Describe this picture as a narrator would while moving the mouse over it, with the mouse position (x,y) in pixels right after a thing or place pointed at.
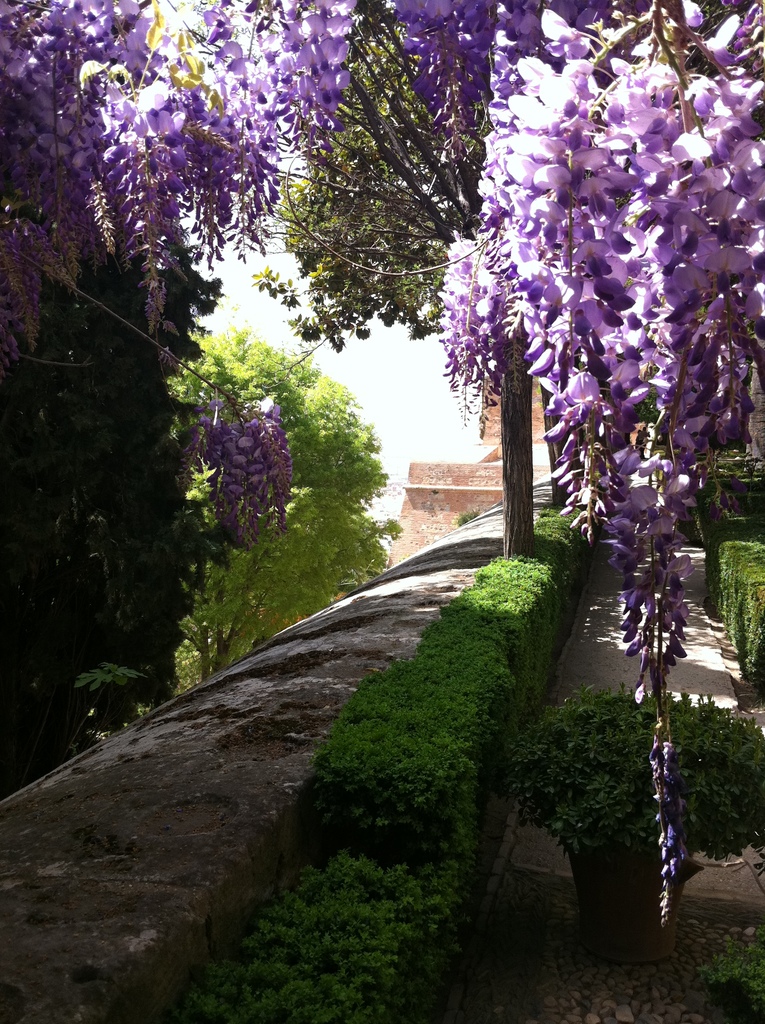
In this image I can see the plants (535,821). At the top (324,122) I can see the flowers (571,272).
